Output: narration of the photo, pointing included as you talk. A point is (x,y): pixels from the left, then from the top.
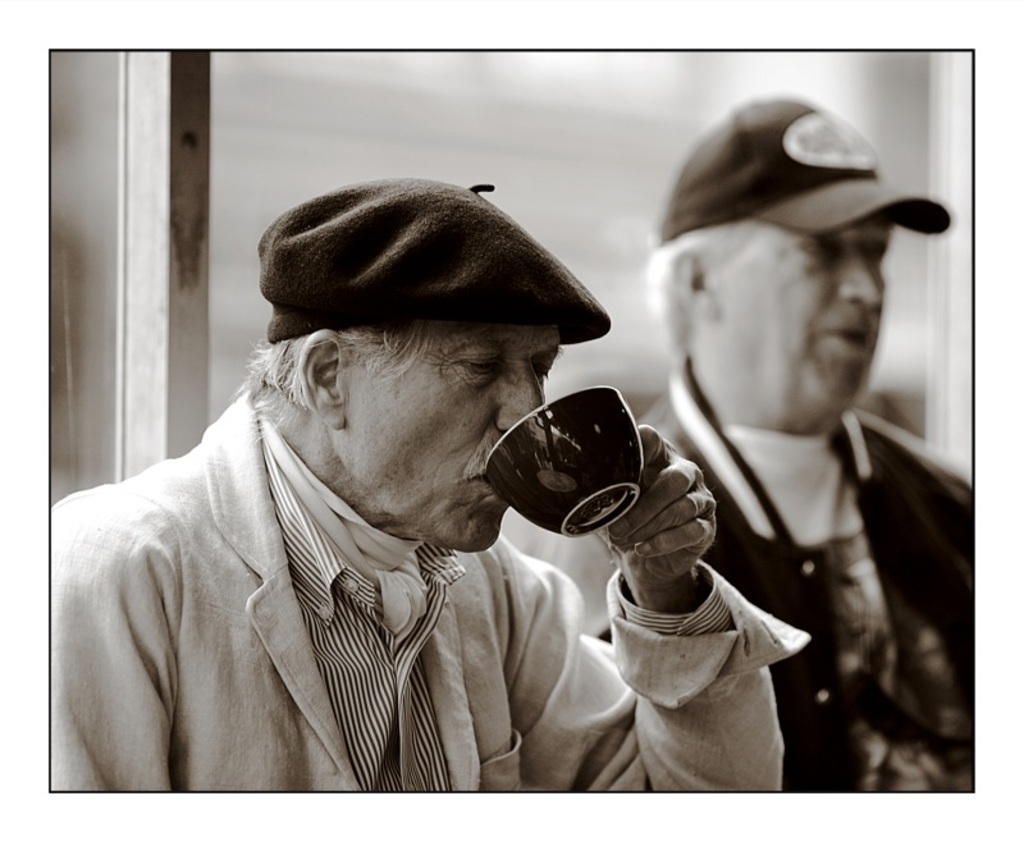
This is a black and white image. In this image there are two persons (393,460), one of them is holding a cup (634,474).
